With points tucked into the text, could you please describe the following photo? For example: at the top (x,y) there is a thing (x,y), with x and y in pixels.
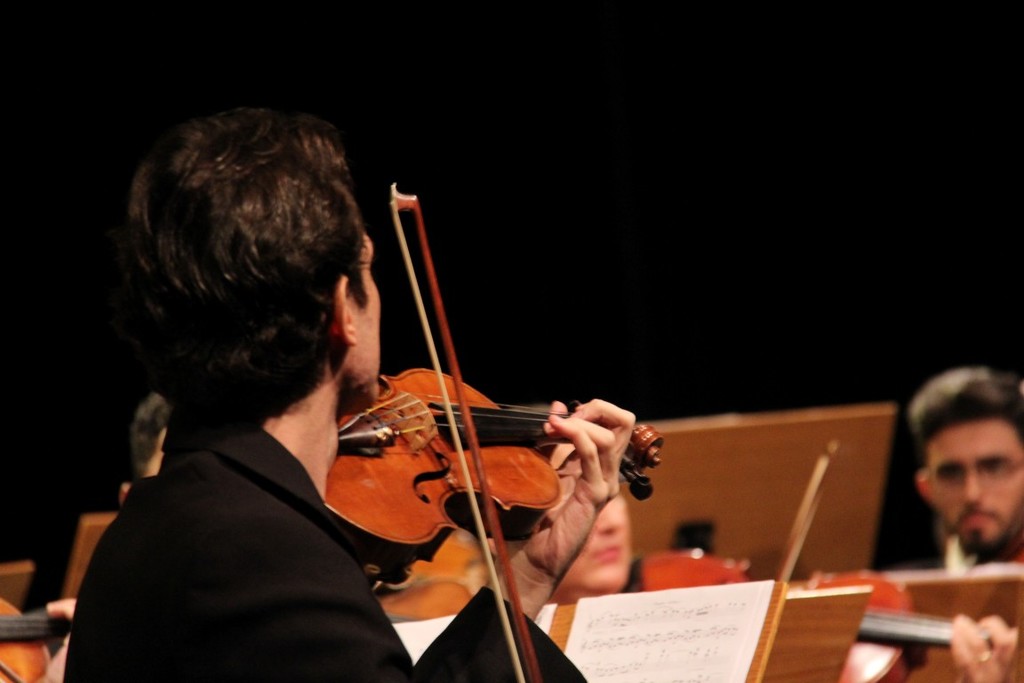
In this image, In the left side (205,556) there is a man (211,486) standing and holding a music instrument (411,515) which is in yellow color, In the background (981,532) there are some people (959,548) sitting.
